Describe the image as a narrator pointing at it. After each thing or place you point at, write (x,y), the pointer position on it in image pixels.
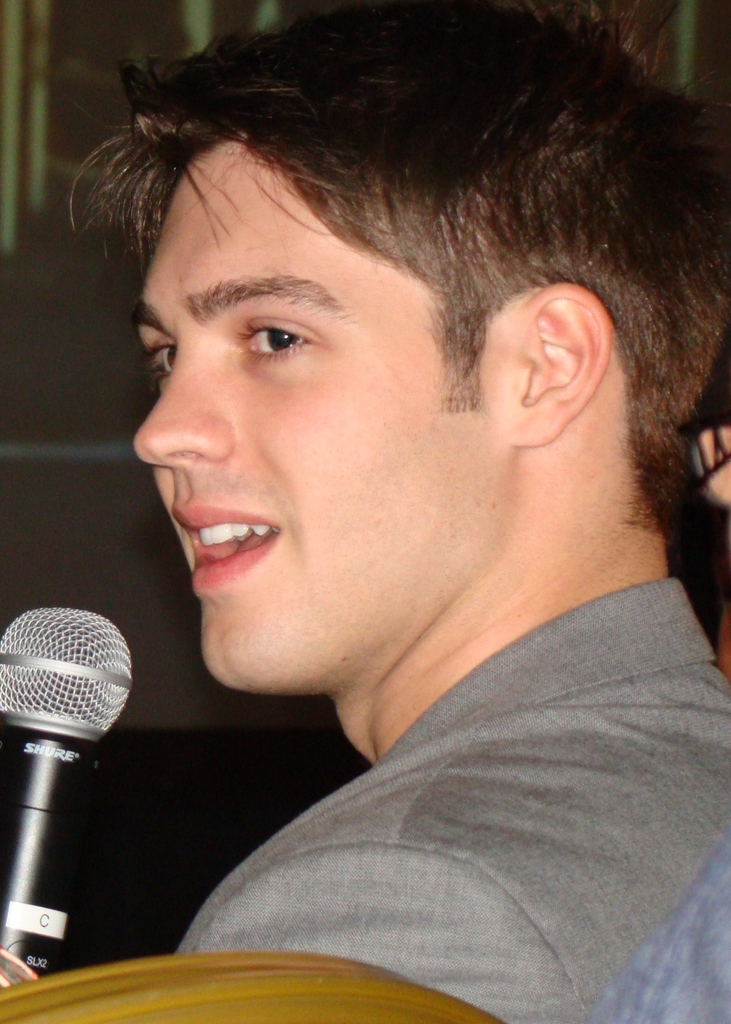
In this image there is a person (466,754) wearing a blazer (530,879). He is holding a mike (14,792). Background (249,9) there is a wall (65,69). Bottom of the image (288,965) there is a chair (198,978).
